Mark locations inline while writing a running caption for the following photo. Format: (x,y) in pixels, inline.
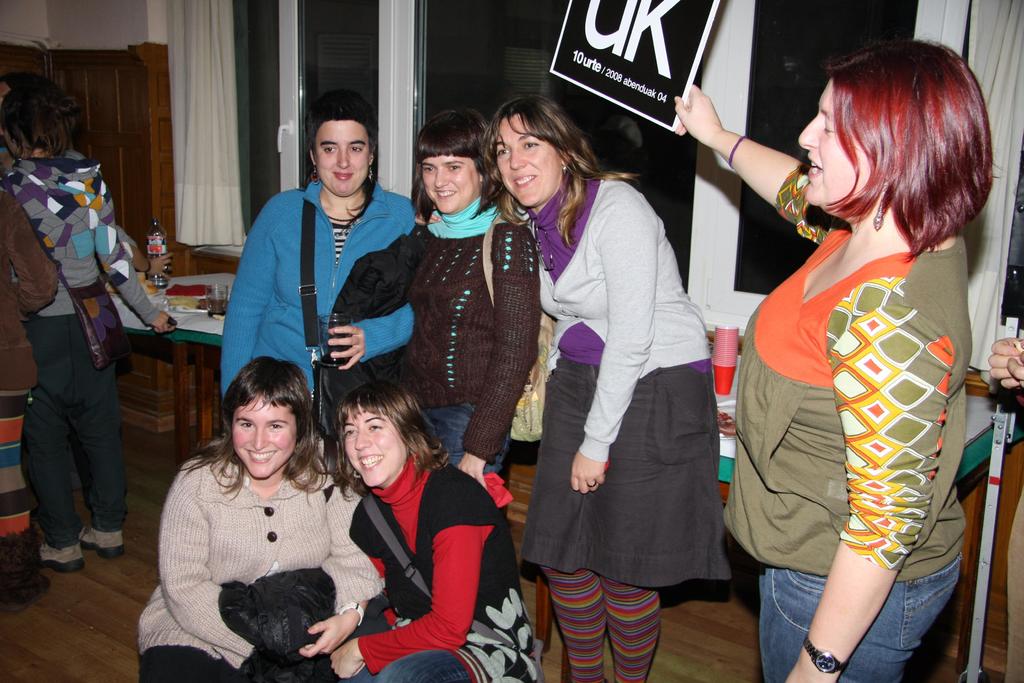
In this image I can see a group of people (532,509) on the floor (151,470). In the background (203,320) I can see a table (196,316), bottles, glasses (210,309), cupboard (148,147), wall (141,42), windows (283,95) and a curtain (199,139). This image is taken in a room (352,339).
